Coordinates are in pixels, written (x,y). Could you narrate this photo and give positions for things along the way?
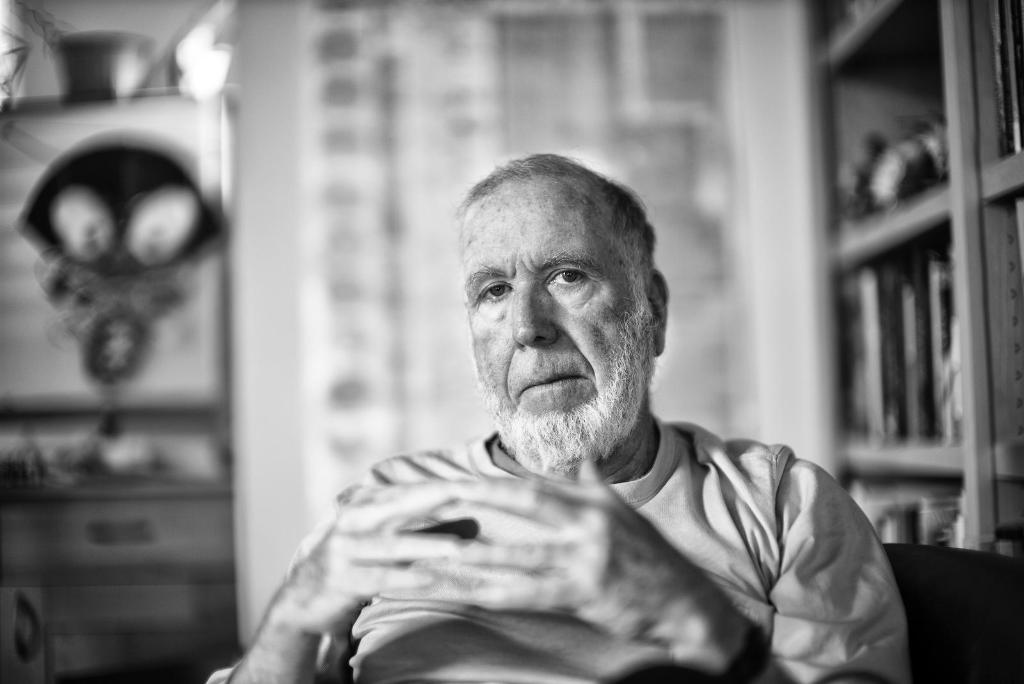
This is a black and white picture. Background (668,139) portion of the picture is blur. In this picture we can see an old man (739,466). On the right side of the picture (948,461) we can see few objects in the racks (859,99).
